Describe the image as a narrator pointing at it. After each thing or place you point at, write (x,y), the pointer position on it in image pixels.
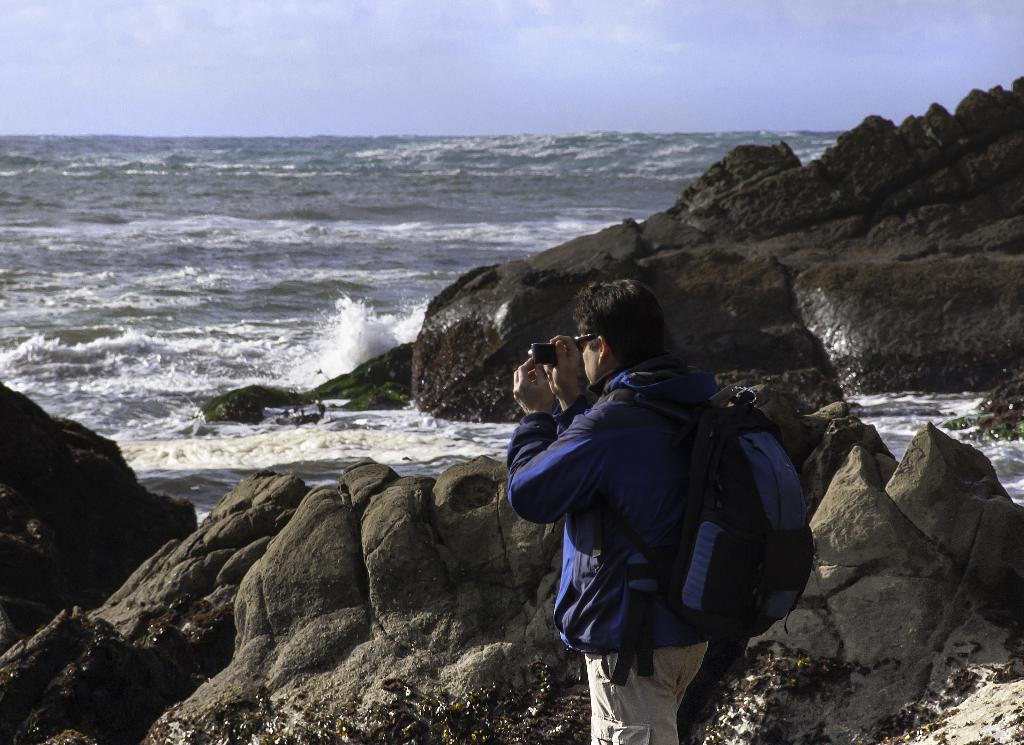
In this image I can see a person (642,453) wearing blue colored jacket (604,442), black colored bag (702,497) and ash color pant (625,707) is standing and holding a camera (538,359). I can see few huge rocks (419,533) and the water (290,292). In the background (191,87) I can see the sky (465,62).
